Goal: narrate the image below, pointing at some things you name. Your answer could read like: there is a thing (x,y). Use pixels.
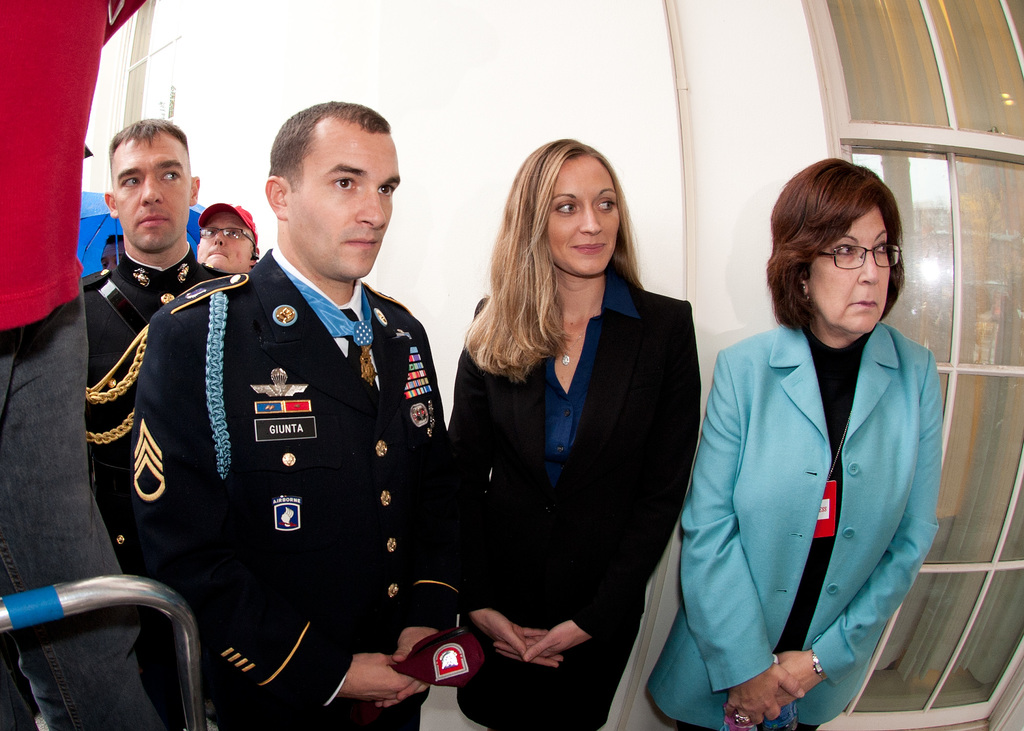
In this picture we can observe some people (381,380) standing. There were men (360,321) and women (580,381) in this picture. On the left side (63,270) there is a person (18,203) standing wearing a red color T shirt (24,120). In the background (605,98) there is a wall (557,96).
